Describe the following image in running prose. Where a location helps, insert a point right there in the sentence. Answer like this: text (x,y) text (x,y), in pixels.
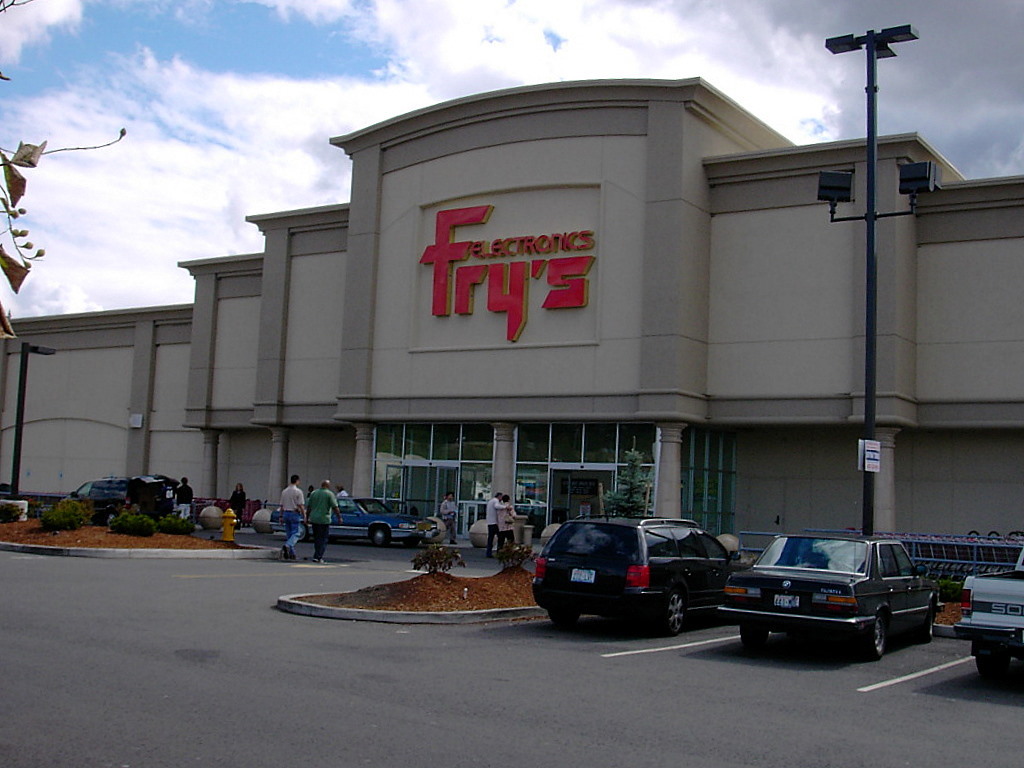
In this image there is a building (384,371) and there are red color words (463,290) present on the building (581,330). Image also consists of plants (138,527), poles (872,417) and some cars (681,597) are parked on the road (897,725). There are few people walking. At the top (220,140) there is sky (220,140) with clouds (223,137). Leaves (7,269) are also visible.
